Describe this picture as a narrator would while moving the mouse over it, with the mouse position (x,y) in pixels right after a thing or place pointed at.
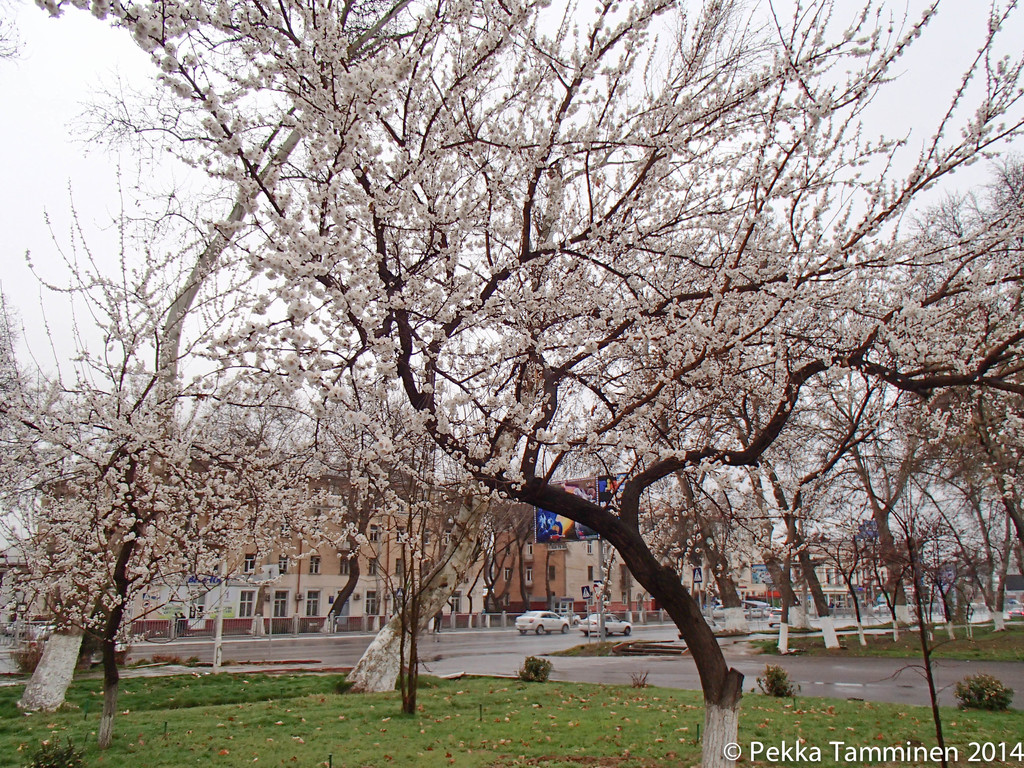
In the foreground of the picture (1003,421) I can see the trees (724,682). I can see the green grass (949,719) at the bottom of the picture (692,746). In the background (556,569), I can see the buildings (517,607) and there are cars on the road (563,645).
